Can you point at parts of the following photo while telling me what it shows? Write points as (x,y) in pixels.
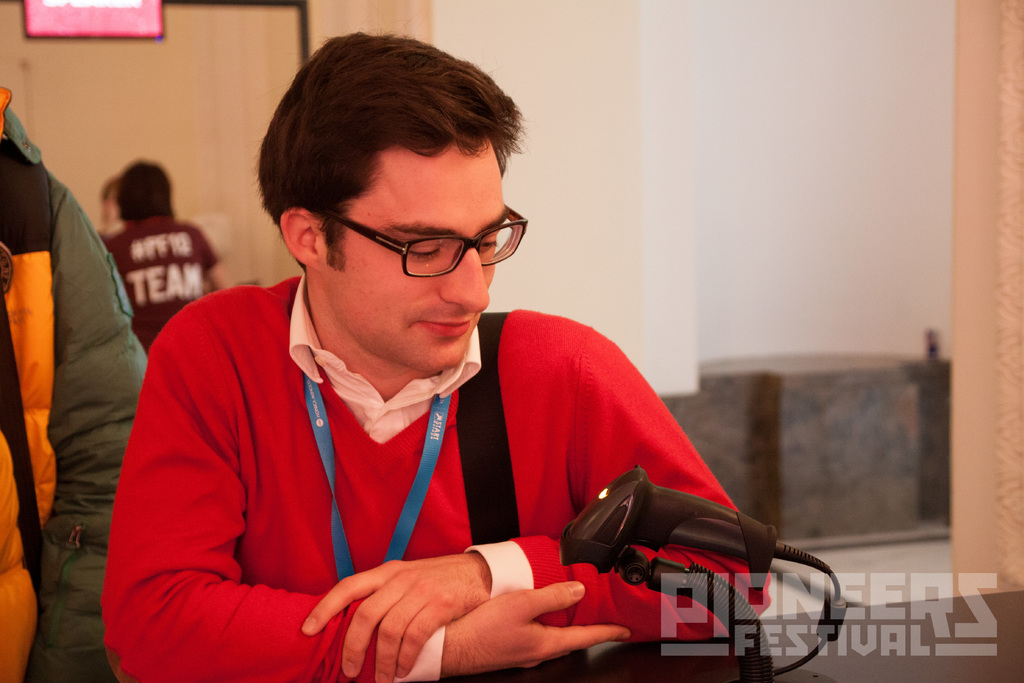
In this image there is a man (359,550). He is wearing an identity card (342,538). In front of him there is a scanner (682,528). Behind him there are a few people (135,249) standing. In the background (638,69) there is a wall (759,195). In the top left (99,28) there is a board (66,14). In the bottom right (784,602) there is text (875,611) on the image.
